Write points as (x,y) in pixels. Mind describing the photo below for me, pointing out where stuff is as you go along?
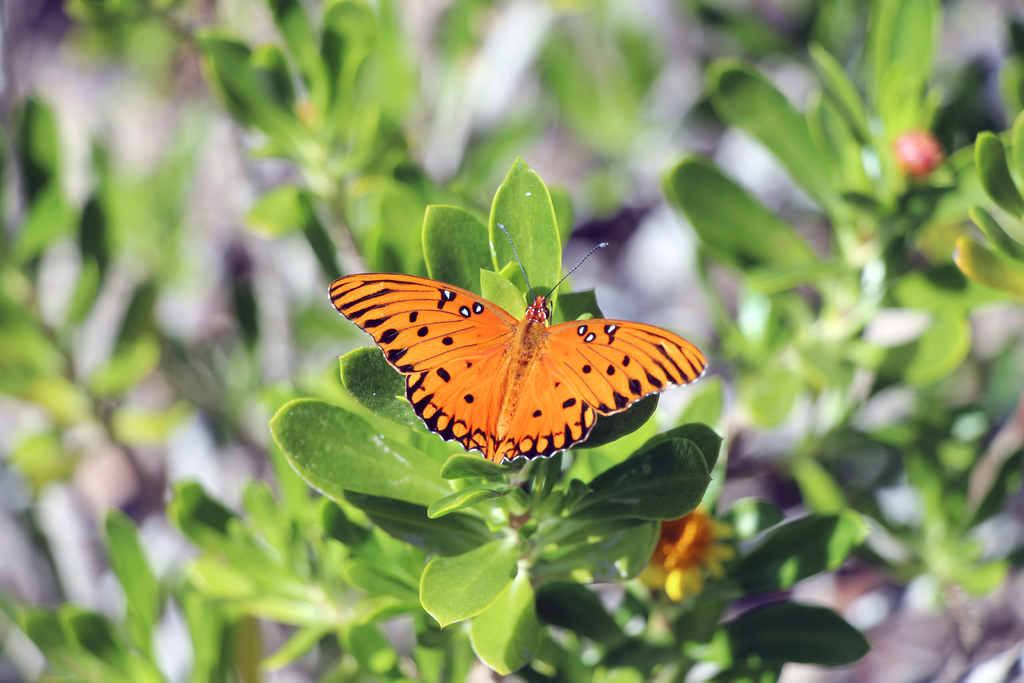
In this image I can see the butterfly (568,431) on the plant (522,297) and the butterfly (548,394) is in orange and black color and I can see few plants (428,455) in green color.
